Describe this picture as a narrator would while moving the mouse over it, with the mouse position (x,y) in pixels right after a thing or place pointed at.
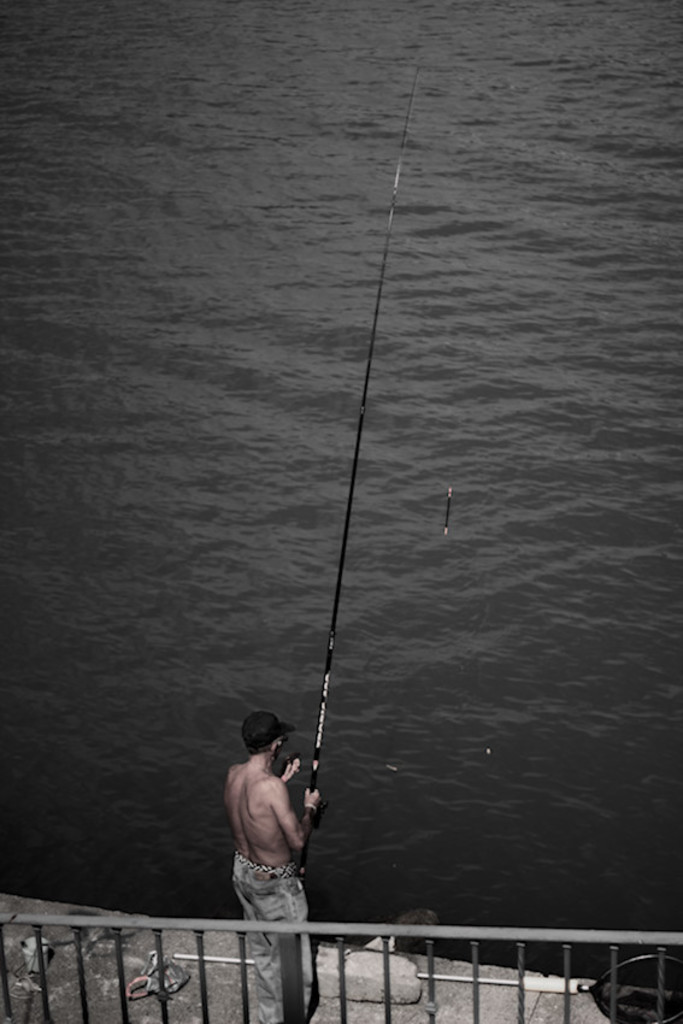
In the picture we can see a man (308,983) standing on the path (110,999) near the railing (295,986) and holding a fishing stick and dropping the string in the water (304,211) and he is wearing a cap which is black in color.
